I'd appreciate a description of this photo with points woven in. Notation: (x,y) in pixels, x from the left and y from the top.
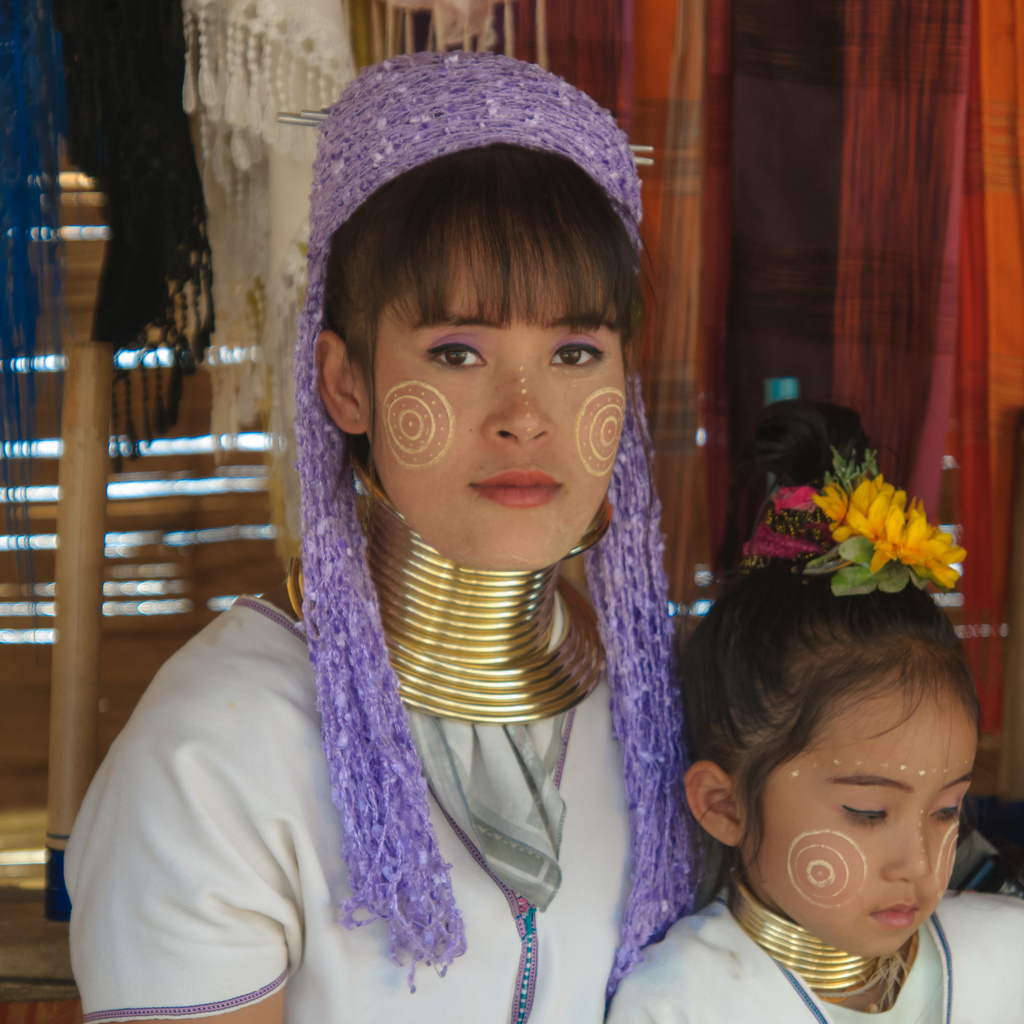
In the center of the image (513,369) we can see two persons (469,696) are there. In the background of the image (945,75) we can see some clothes (220,184), wall (19,871). At the bottom left corner (19,1011) there is a floor (49,987).
